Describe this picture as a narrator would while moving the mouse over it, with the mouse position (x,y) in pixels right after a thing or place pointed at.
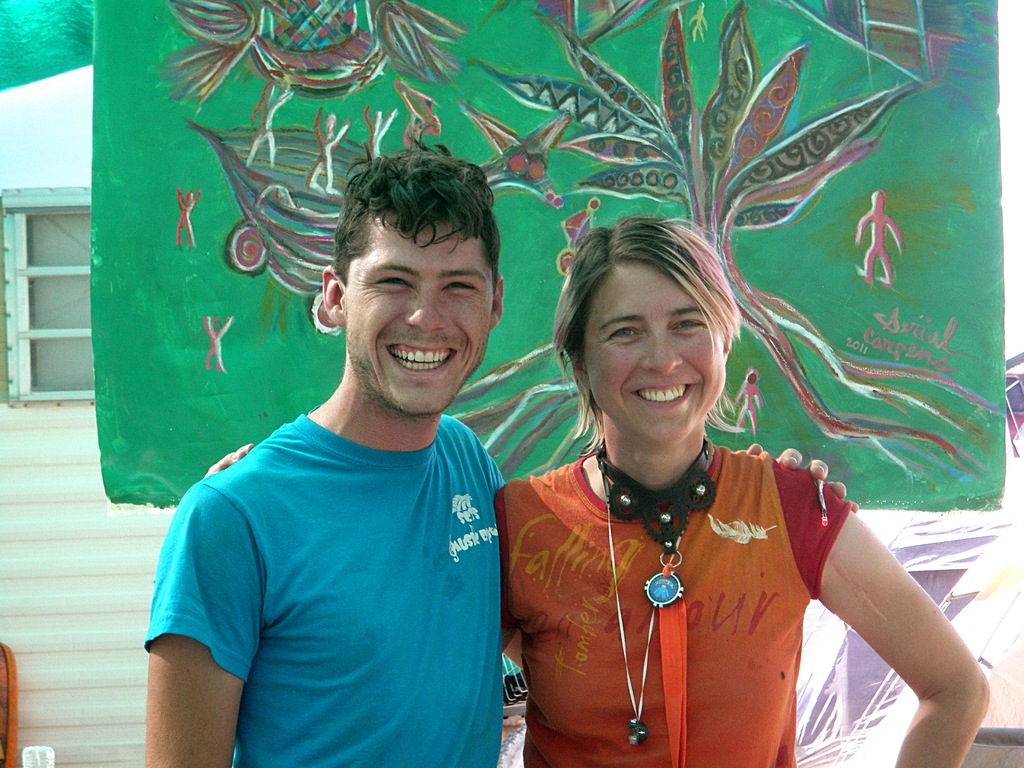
Here a man (418,496) and a woman (574,584) wearing t-shirts (481,584), smiling and giving pose for the picture. At the back of these people (389,484) there is a board (304,116) on which I can see some paintings (904,325). In the background (52,359) there is a wall (37,567) along with the window (51,315).
